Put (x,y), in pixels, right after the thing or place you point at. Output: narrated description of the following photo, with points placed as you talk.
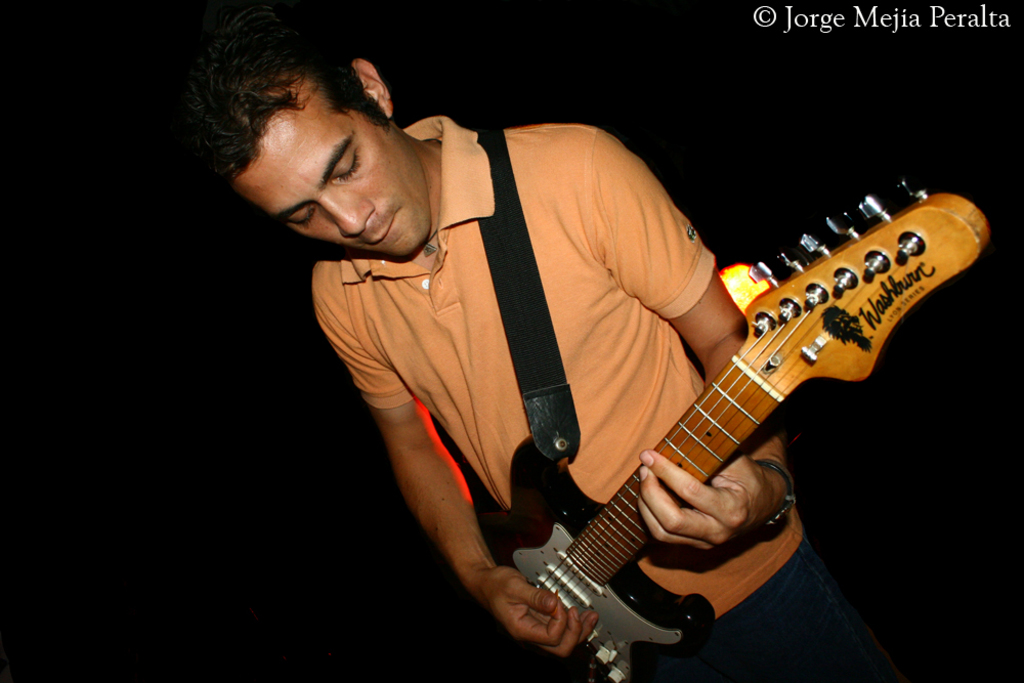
In this image I see a man (758,682) who is holding the guitar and he is standing.
